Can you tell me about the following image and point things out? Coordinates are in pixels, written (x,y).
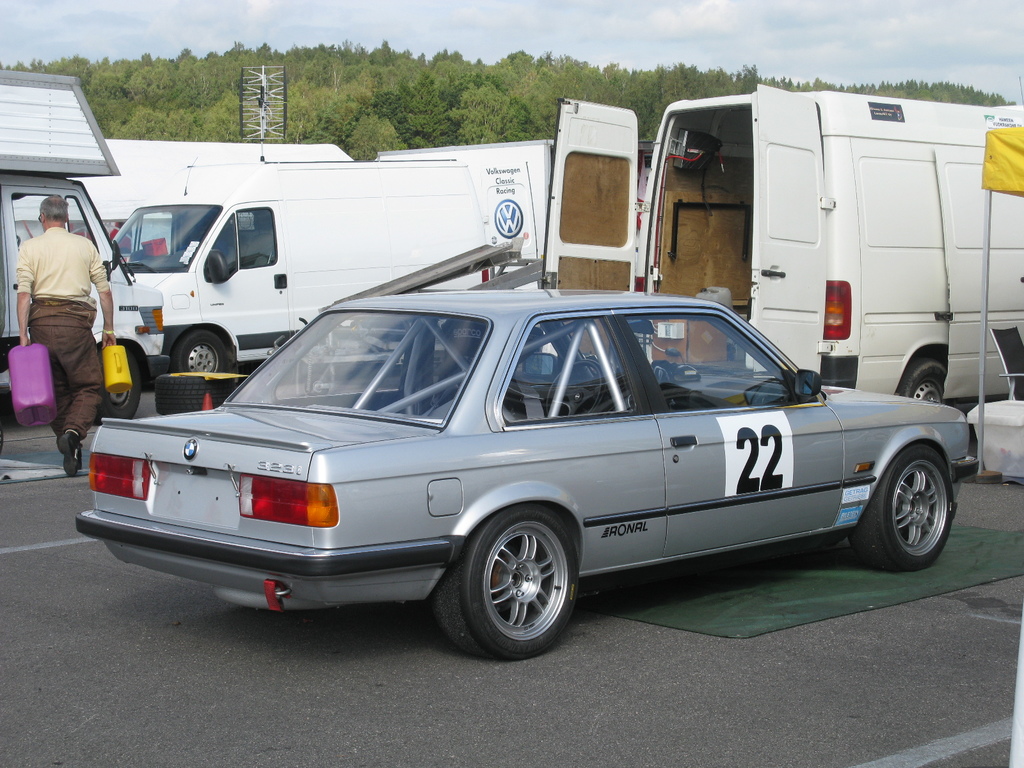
In this image we can see some vehicles (358,420) parked on the road (616,652). We can also see a mat (751,595). On the left (74,313) there is a person (59,251) holding some objects (22,395) and walking. In the background (444,93) we can see the trees (572,86) and also the sky (669,8).
